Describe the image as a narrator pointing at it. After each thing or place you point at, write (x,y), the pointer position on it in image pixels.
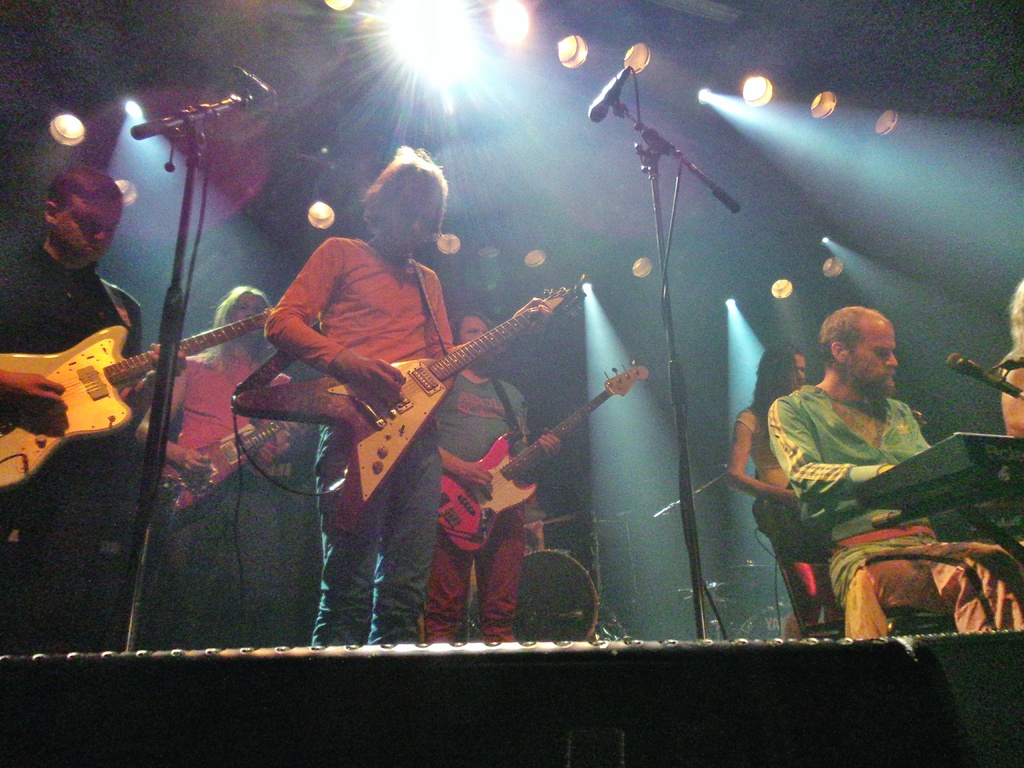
Bottom left side of the image (221,572) few people (54,298) are standing and playing guitars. Bottom right side of the image (921,599) a man (917,443) is sitting and playing piano (949,448). Behind him two persons (1010,413) are standing. In the middle of the image (668,302) there are two microphones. At the top of the image (560,61) there is a roof (551,15) and lights (415,7). Bottom of the image (583,634) there are drums (573,605).
